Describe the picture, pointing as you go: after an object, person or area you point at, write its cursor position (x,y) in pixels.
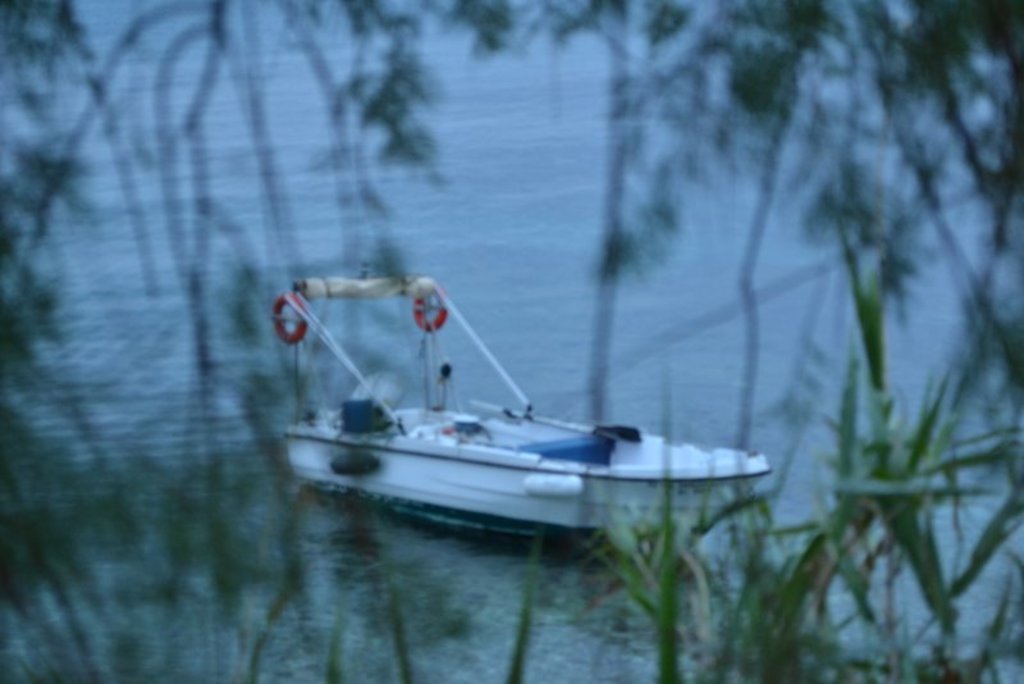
In this image I can see the boat (456,502) on the water (475,313). The boat (616,462) is in white color. And I can see the trees (800,567) in the front (647,612).
